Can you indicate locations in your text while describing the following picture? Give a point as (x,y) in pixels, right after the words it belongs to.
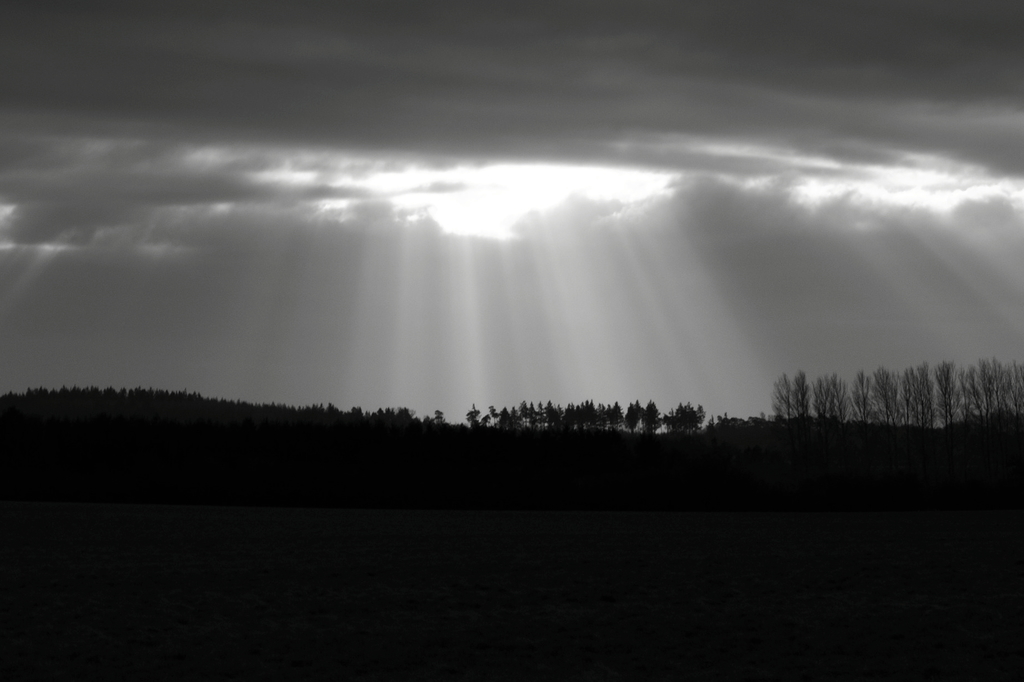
In the center of the image (488,433) there are trees (207,457) and we can see a hill (206,425). In the background (392,240) there is sky (427,192).
